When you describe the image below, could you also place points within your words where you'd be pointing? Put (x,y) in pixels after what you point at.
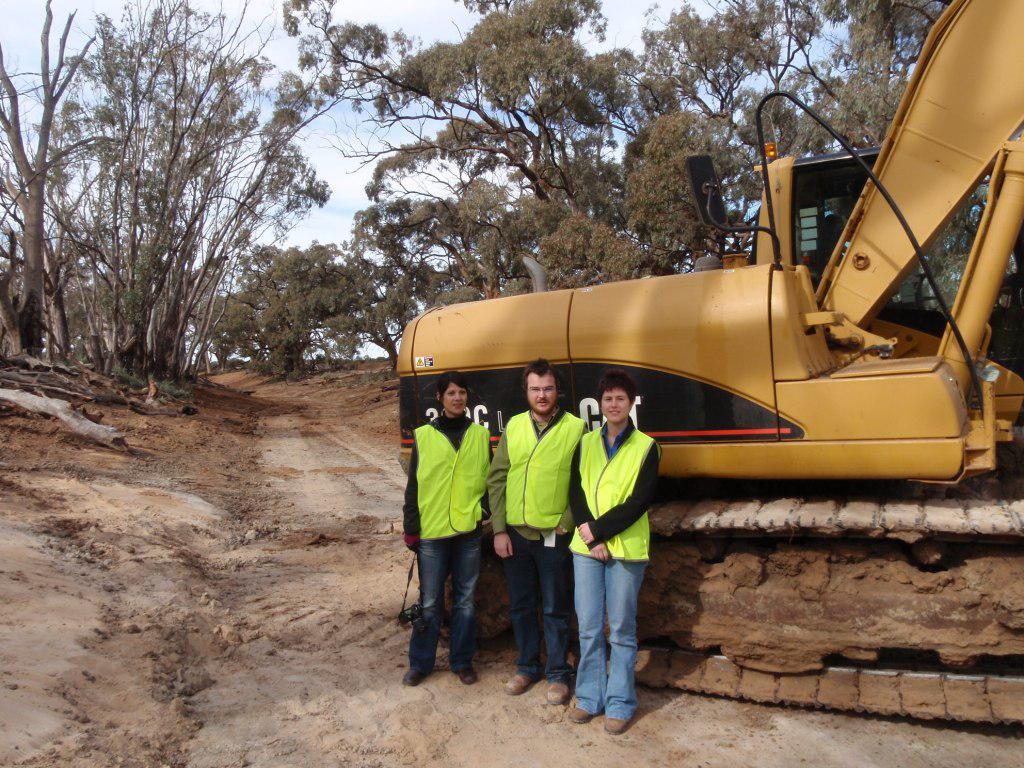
In this image we can see people (523,480) standing on the ground (351,655) and a bulldozer (757,386) is placed at the backside of them. In the background (602,122) we can see trees (479,205), logs (74,368) on the ground (211,436) and sky (335,139) with clouds (305,138).
